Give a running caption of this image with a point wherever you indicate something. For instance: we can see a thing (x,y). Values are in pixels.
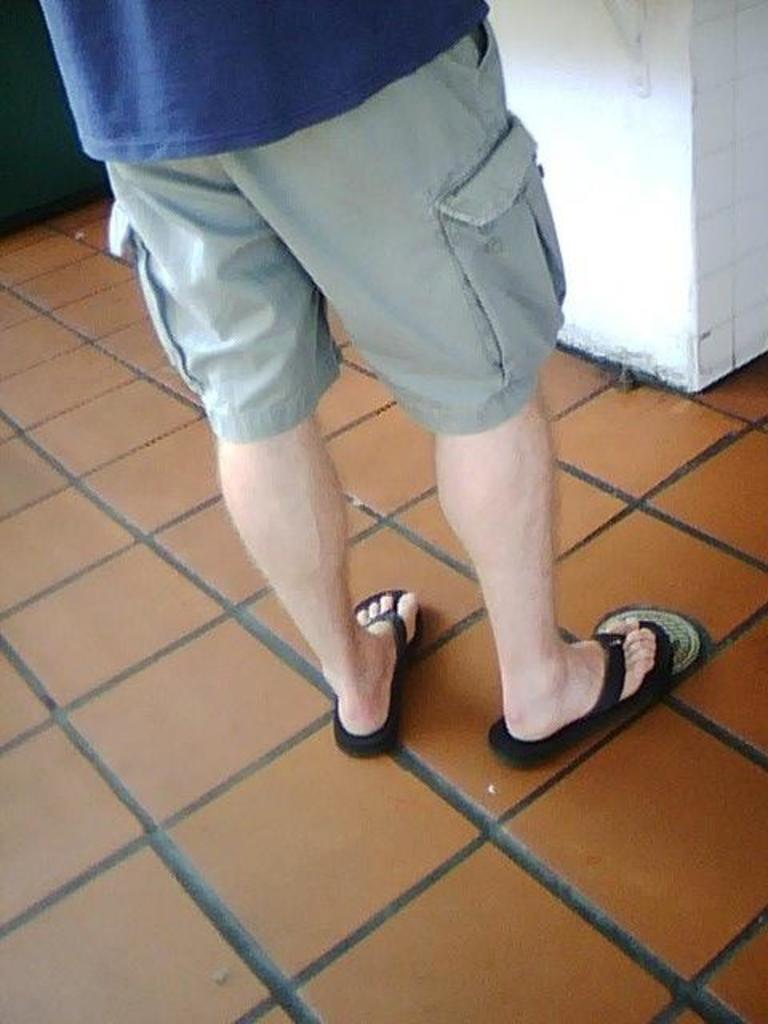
In this image we can see a person (200,125) wearing blue color t-shirt (227,66) and grey color short (311,218), slippers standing on floor (256,582) and in the background of the image (36,176) we can see a wall (568,206).
